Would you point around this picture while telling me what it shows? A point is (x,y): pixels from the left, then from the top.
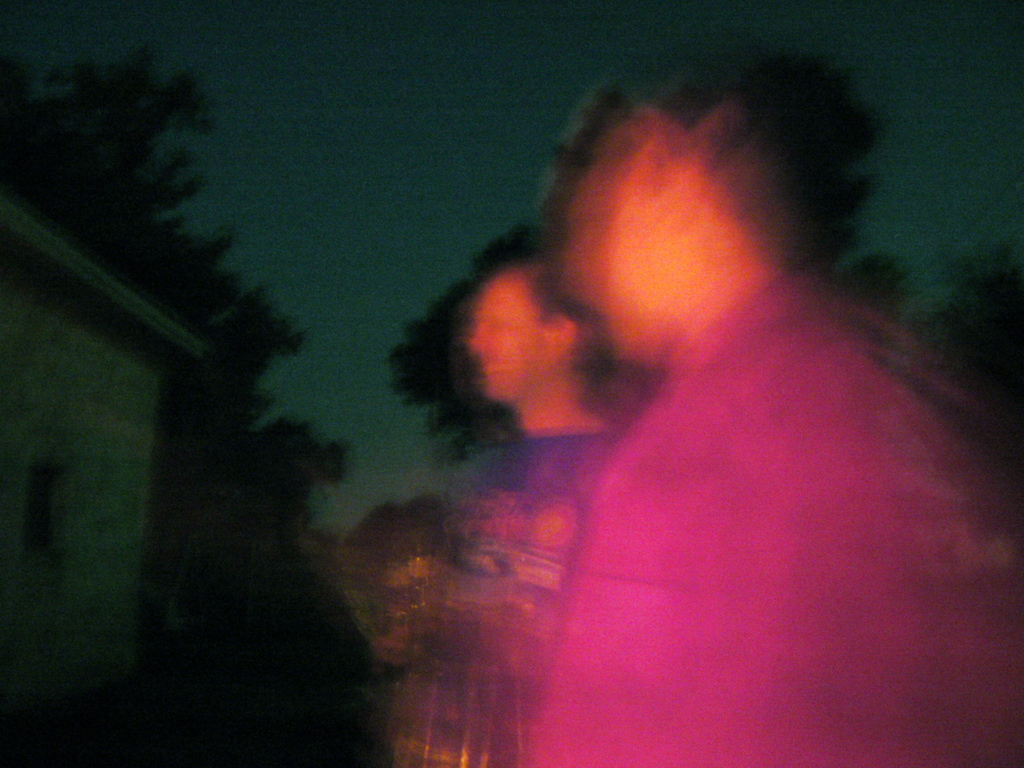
Here we can see the image is blur but we can see two persons (480,481), wall (94,419), trees (246,314) and sky (455,194).
